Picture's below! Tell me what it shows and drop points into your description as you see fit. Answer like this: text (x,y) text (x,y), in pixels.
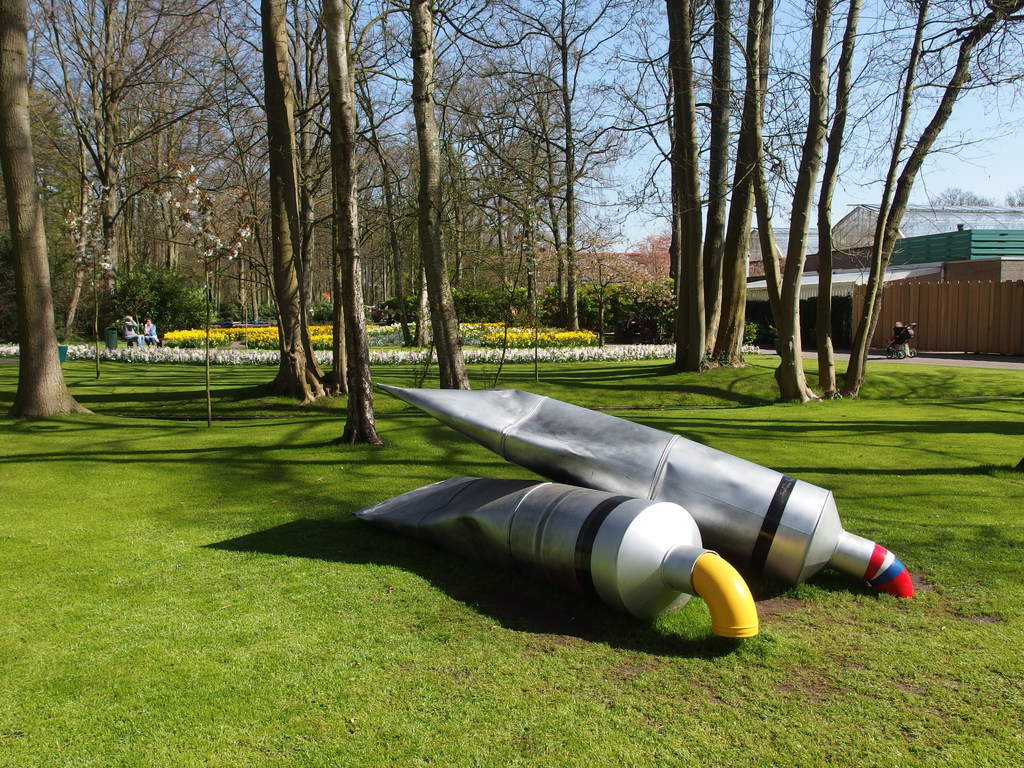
In the image in the center (576,492), we can see two big tubes (430,526). In the background (751,118), we can see the sky (594,93), trees (594,275), buildings (767,289), plants (135,291), grass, flowers (204,358) and few people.
